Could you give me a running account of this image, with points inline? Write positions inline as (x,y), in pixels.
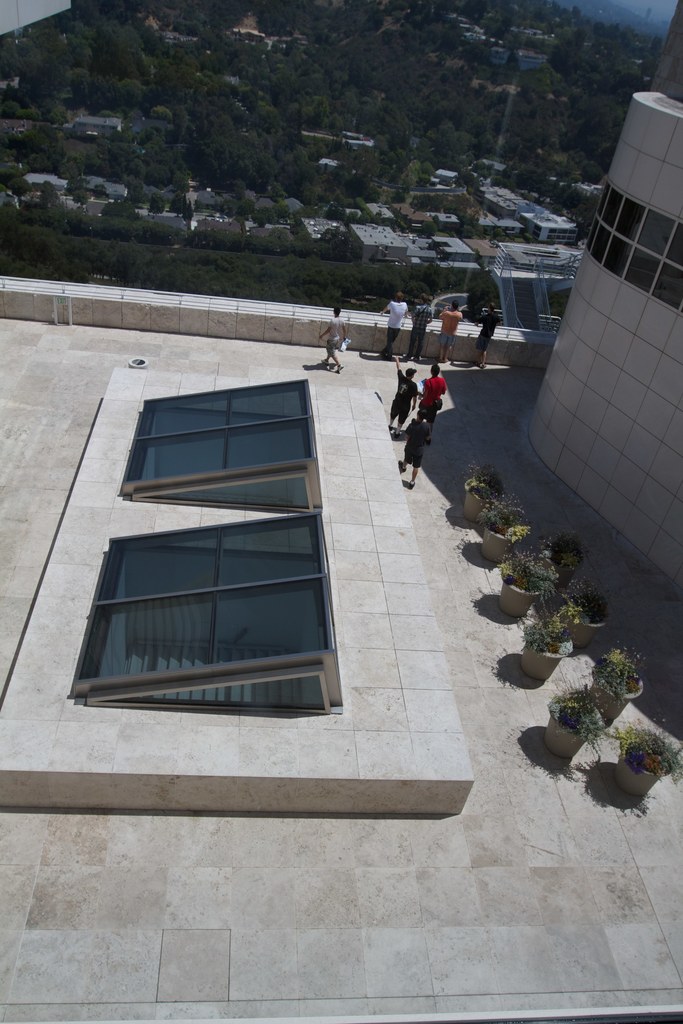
In this image I can see the terrace (363,917) of the building (349,898) on which I can see few glass windows (215,603), few flower pots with plants (540,593) in them and few persons (427,308) standing. In the background (389,169) I can see few trees (340,100), few buildings (347,132) and the sky (632,7).
